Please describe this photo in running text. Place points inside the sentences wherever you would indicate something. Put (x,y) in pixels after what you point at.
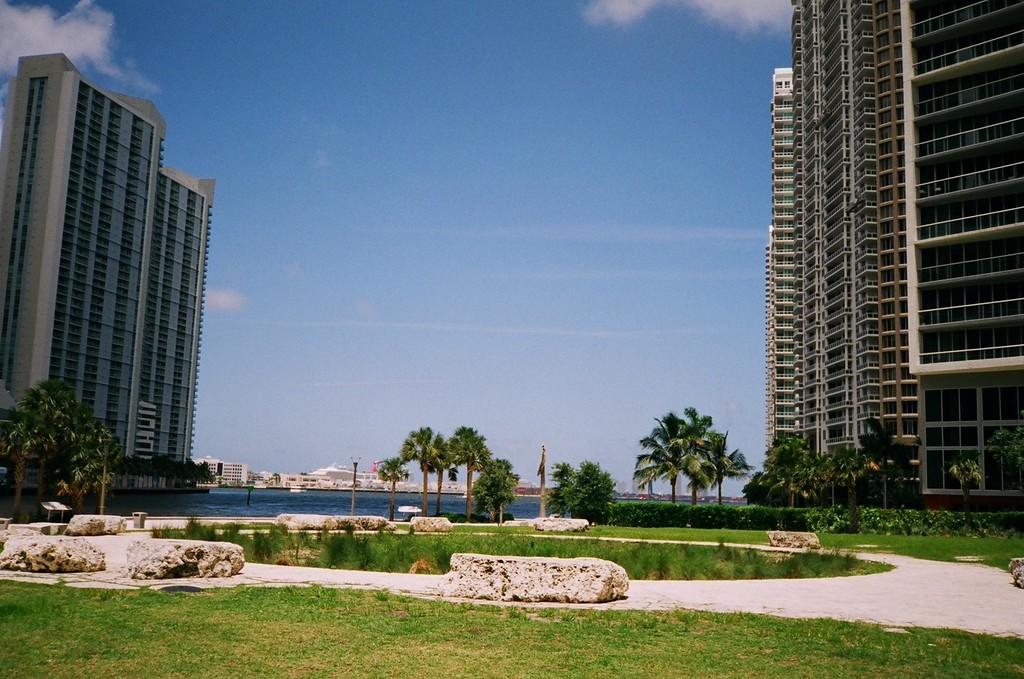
In this image we can see buildings (978,297). At the bottom (230,493) there is water (202,496), trees (106,493) and grass (431,555). In the background (454,333) there is sky (475,190).
